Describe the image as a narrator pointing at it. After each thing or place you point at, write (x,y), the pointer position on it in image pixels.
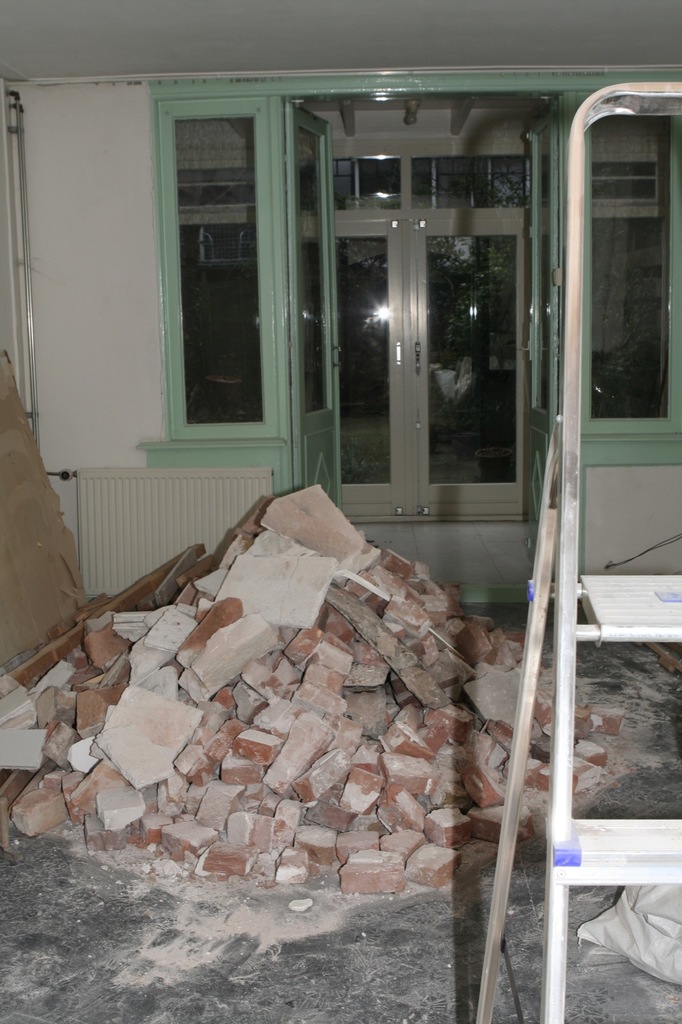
In this image we can see ladder (566,834) some bricks (306,679) and in the background of the image (314,362) there is door (341,378), window (241,305) and a wall (64,351).
